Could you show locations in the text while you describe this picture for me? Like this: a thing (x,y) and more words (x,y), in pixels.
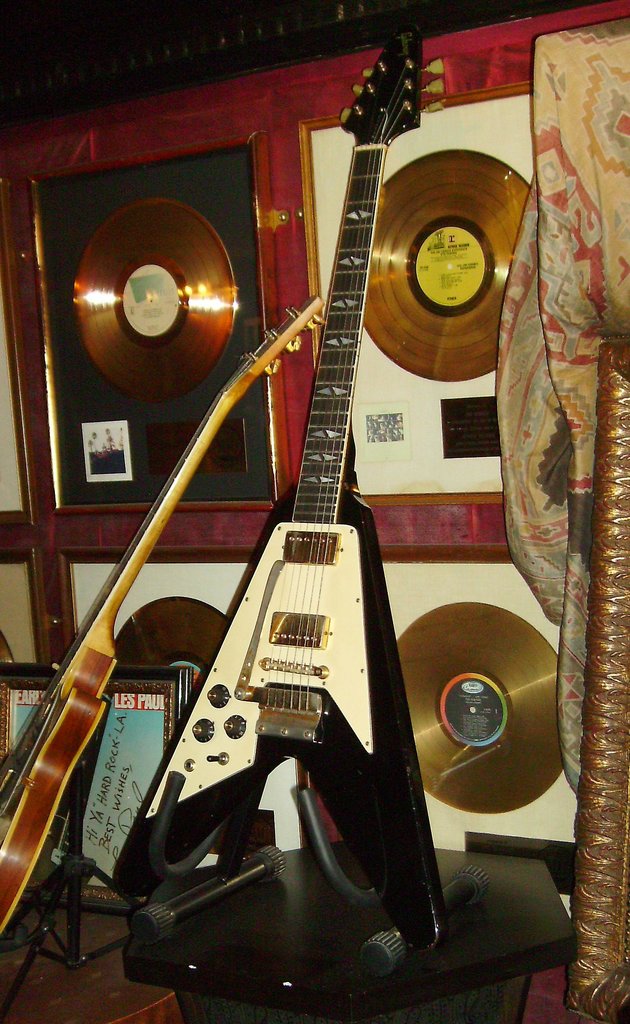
In this image I can see one electric guitar (269,726) and one normal guitar (94,704). There are CD's (189,383), awards (368,334) and there is a piece of cloth (565,240) in the right side of the image (578,379).
